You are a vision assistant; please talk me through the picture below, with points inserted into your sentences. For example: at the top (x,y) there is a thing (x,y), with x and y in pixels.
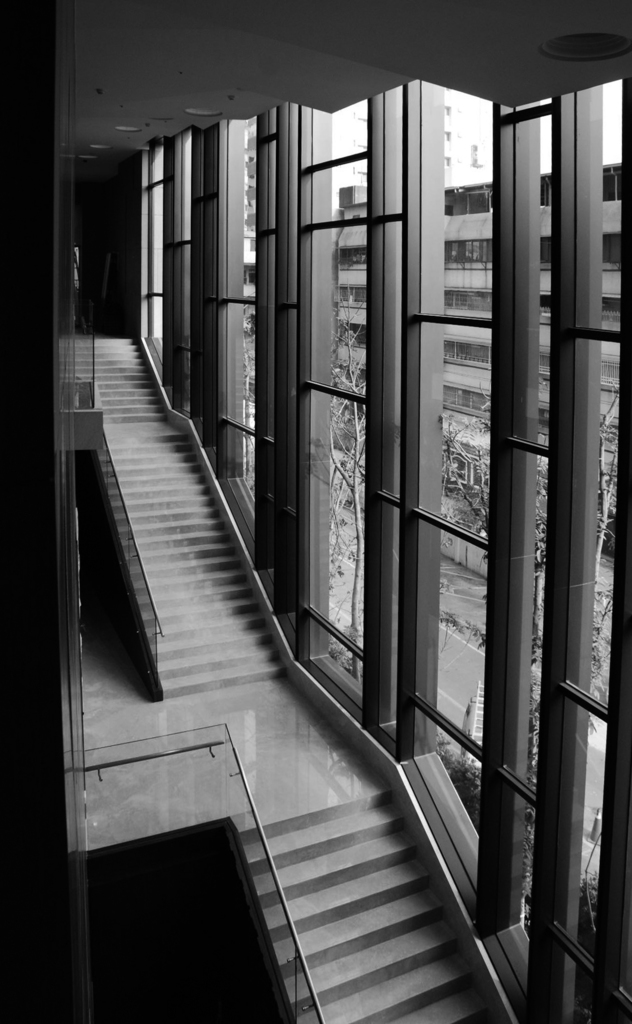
In this image in front (314,839) there are stairs (217,663). On the right side of the image (489,410) there are glass windows (430,585) through which we can see trees (445,619), buildings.
